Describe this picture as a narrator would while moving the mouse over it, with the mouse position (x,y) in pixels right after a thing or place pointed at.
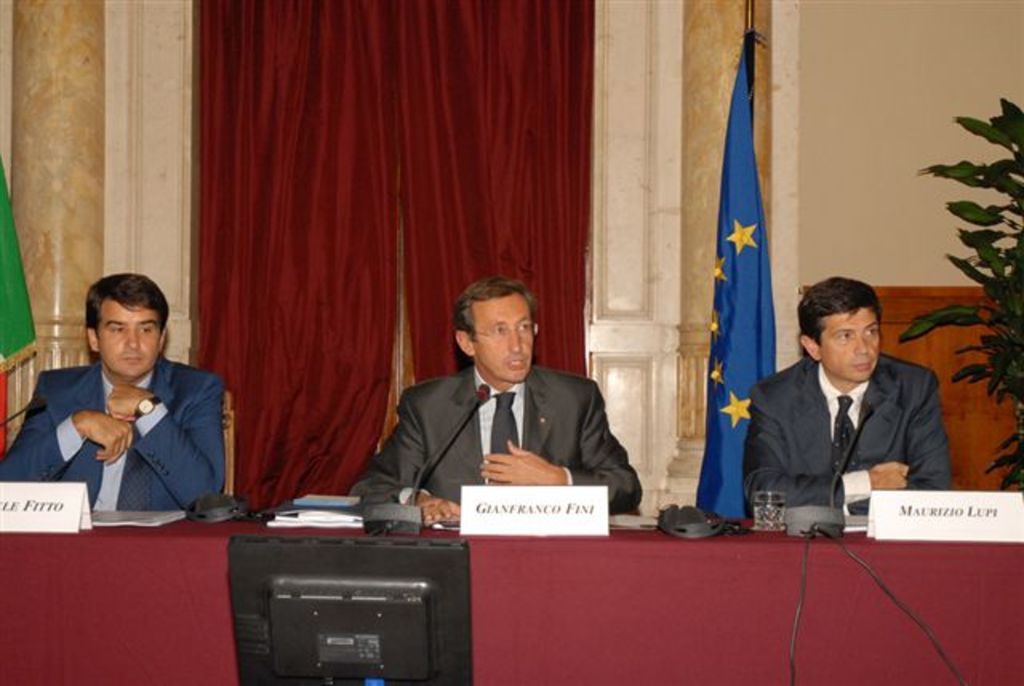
There are three men (496,429) sitting in the chairs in front of a table (865,590) on which name plates (71,520), papers (344,508), glasses (773,508) and microphones (419,475) were placed. In front of them there is a monitor (362,626). In the background (723,396) there are two flags (746,174) and a curtain (381,177) to the wall (625,112). There is a plant (995,246) in the right side (994,289).
